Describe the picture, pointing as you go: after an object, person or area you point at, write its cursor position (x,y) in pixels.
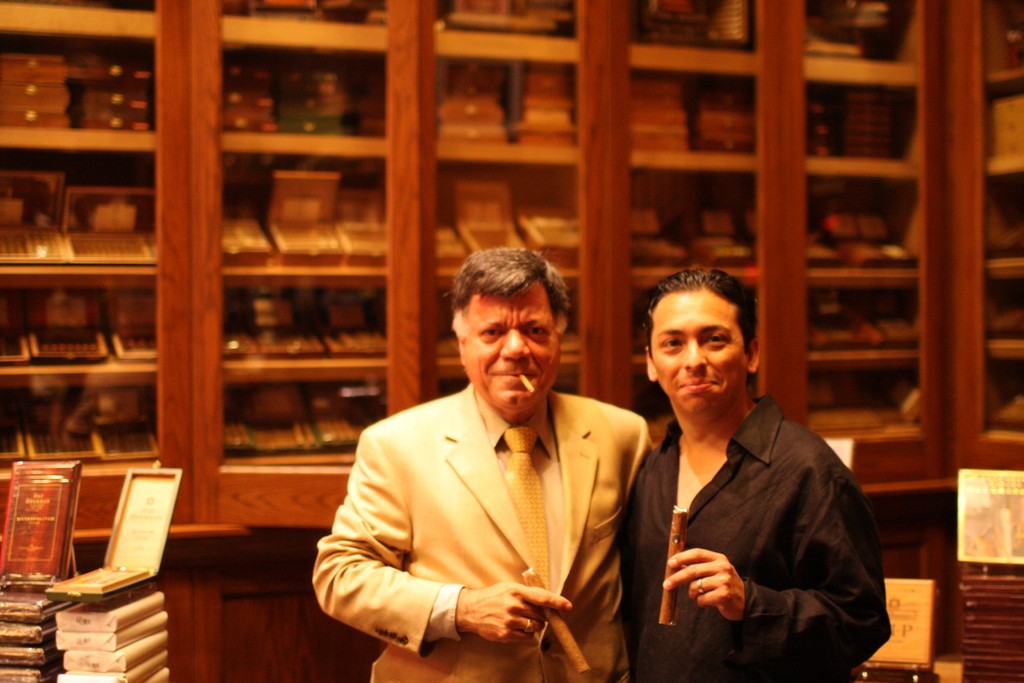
In this picture there is an old man (511,493) wearing cream color suit (596,566) holding a cigar (561,616) in the hand (529,617), smiling and giving a pose into the camera. Beside there is a another man (799,552) wearing a black color shirt (786,562) smiling and giving a pose. Behind there is a big wood and glass wardrobe (285,336) full of cigar boxes (276,432).
